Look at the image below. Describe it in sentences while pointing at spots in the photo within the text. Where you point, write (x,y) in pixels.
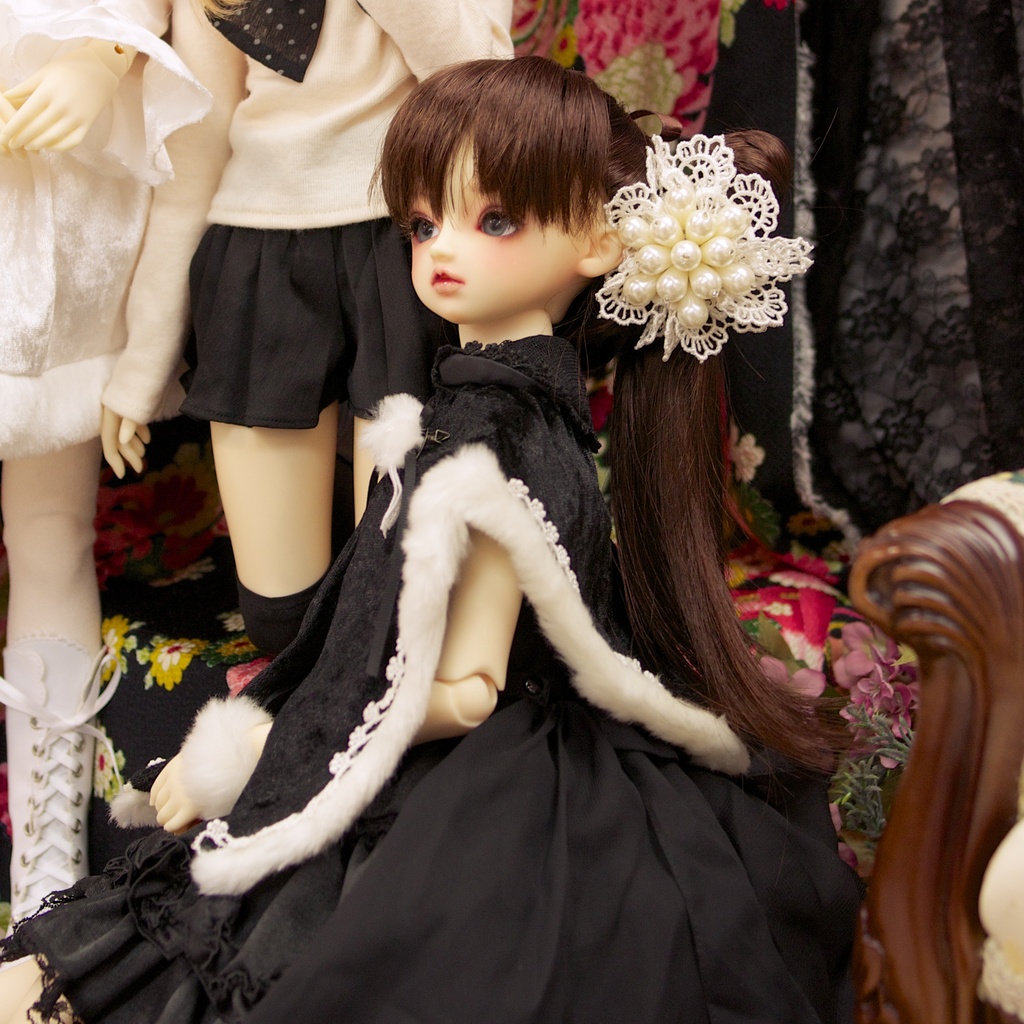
In this picture I can see 3 dolls (331,326) in front (61,126) and I see clothes (355,282) on them.
